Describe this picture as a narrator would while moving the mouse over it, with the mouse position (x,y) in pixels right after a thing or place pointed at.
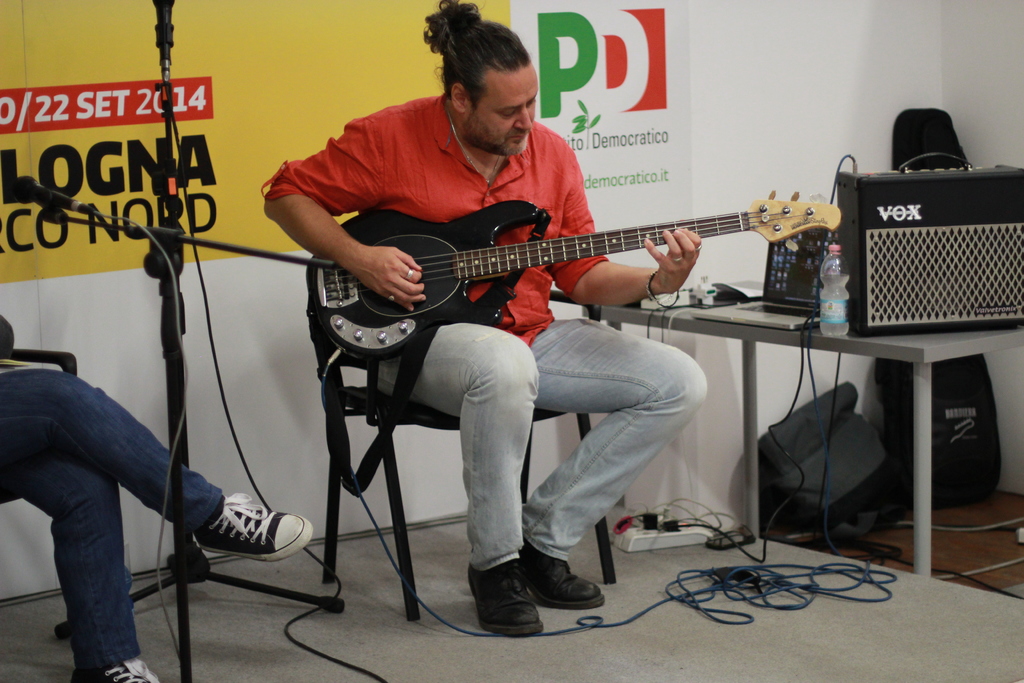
In this picture we can see man (591,339) holding a guitar (486,265) and playing it, a man (591,356) is wearing a red shirt (373,174) and black shoes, beside him there is a table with a water bottle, screen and a box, and to the left hand side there is a microphone stand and another person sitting on a chair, and to the background (680,115) we can see a banner (58,36) to the wall (712,348).
